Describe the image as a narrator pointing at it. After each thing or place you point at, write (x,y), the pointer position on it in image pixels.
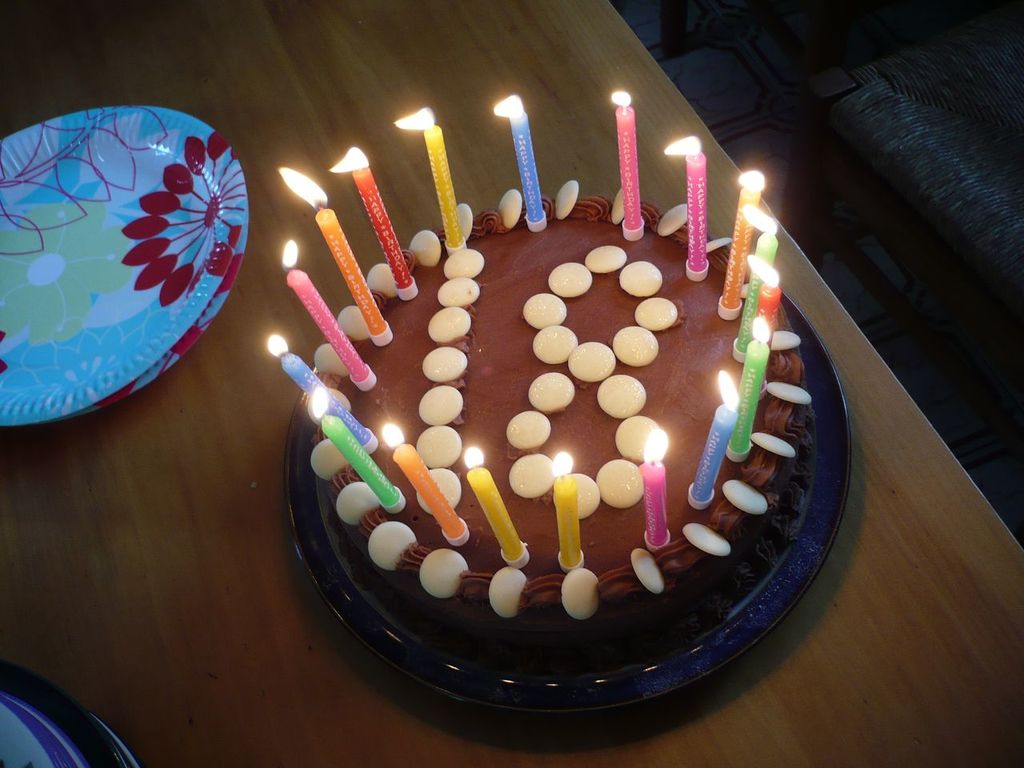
In this image we can see a cake (554,440) with the candles (565,482) and also the flame (431,112). We can also see the two plates (90,240) placed on the wooden table (861,714).
